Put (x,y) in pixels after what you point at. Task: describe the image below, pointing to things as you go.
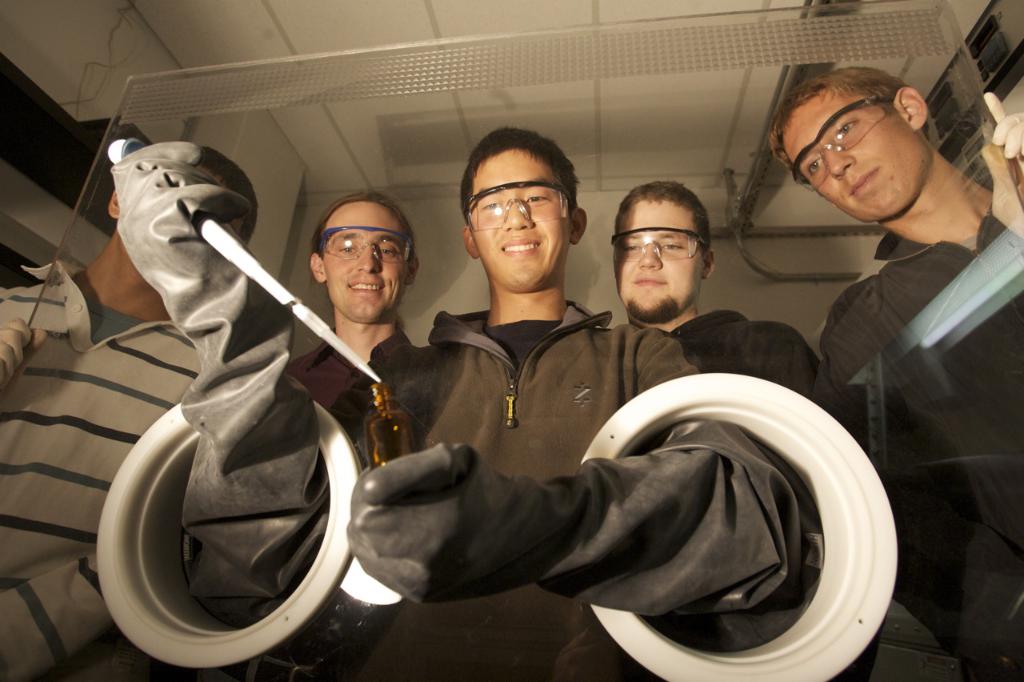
In this image I can see five persons (718,345) are standing in the front (648,387) and I can see four of them are wearing shades (861,102). I can also see one of them is wearing gloves (699,443) and he is holding few things (228,240). On the both side of this image I can see two of them are holding a glass board (965,134).
